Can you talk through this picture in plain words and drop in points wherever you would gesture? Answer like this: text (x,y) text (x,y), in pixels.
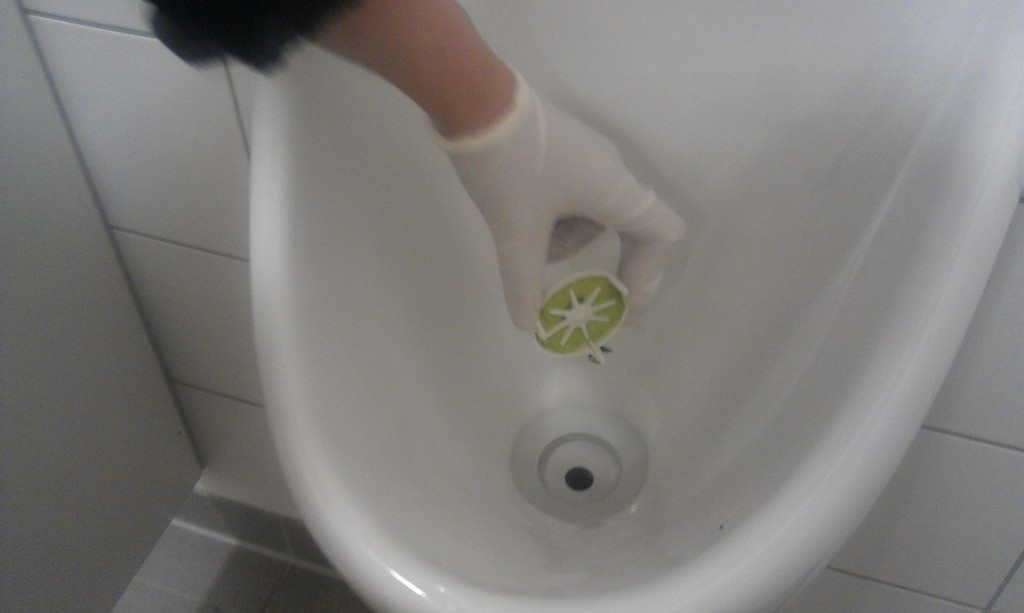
In this image in the center (434,370) there is urinal (590,378) and one person's hand (509,191) is visible and the person (469,144) is holding something (561,290), in the background (172,116) there is wall (961,504).
